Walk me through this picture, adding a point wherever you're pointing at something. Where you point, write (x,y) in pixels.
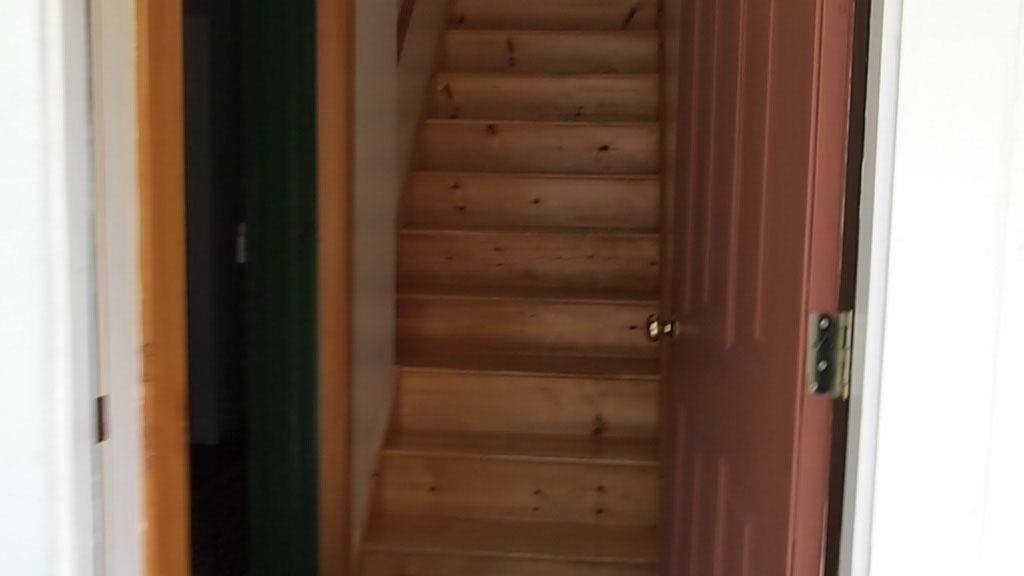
In the picture we can see a step (467,364) with a wall (9,556) and beside it, we can see a door (727,55) with a handle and the steps (464,247) are made up of a wooden (571,398).
